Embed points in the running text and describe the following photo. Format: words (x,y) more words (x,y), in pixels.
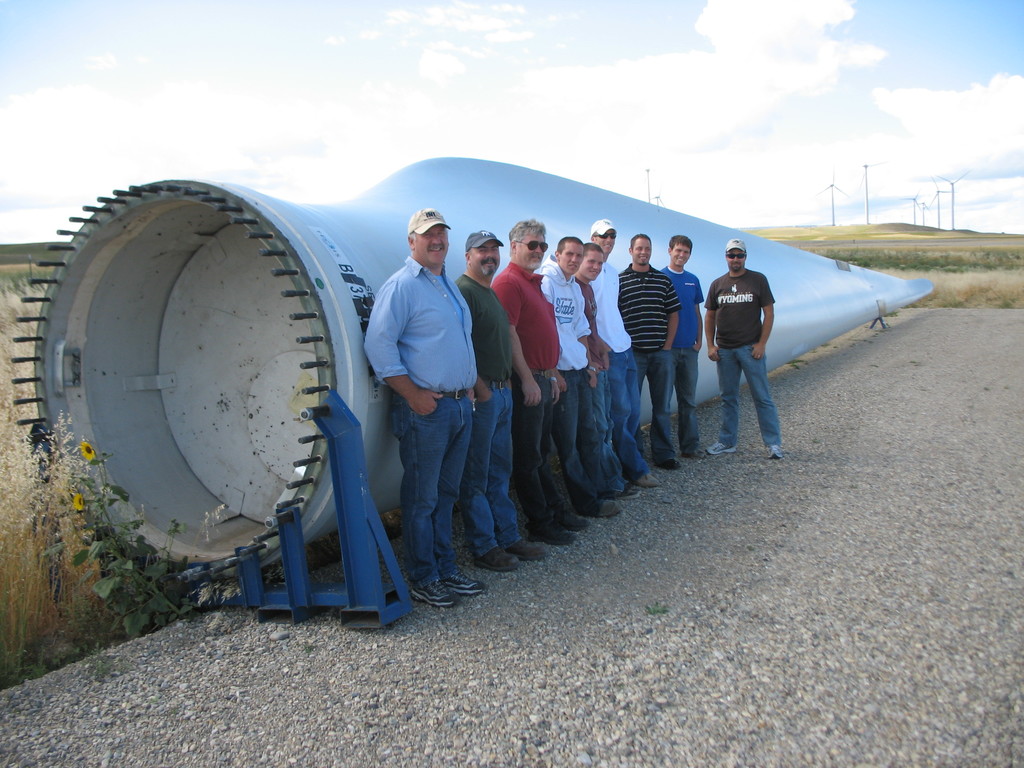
In the foreground of the picture (525,341) there are people (589,327) standing near a windmill (260,245). On the left (108,551) there are plants (53,540) and sunflower (81,497). In the foreground (750,619) and towards right (957,445) there are gravel stones (806,486). In the background (953,267) there are plants (942,255), field (811,235) and windmills (650,196). Sky (910,203) is partially cloudy.
